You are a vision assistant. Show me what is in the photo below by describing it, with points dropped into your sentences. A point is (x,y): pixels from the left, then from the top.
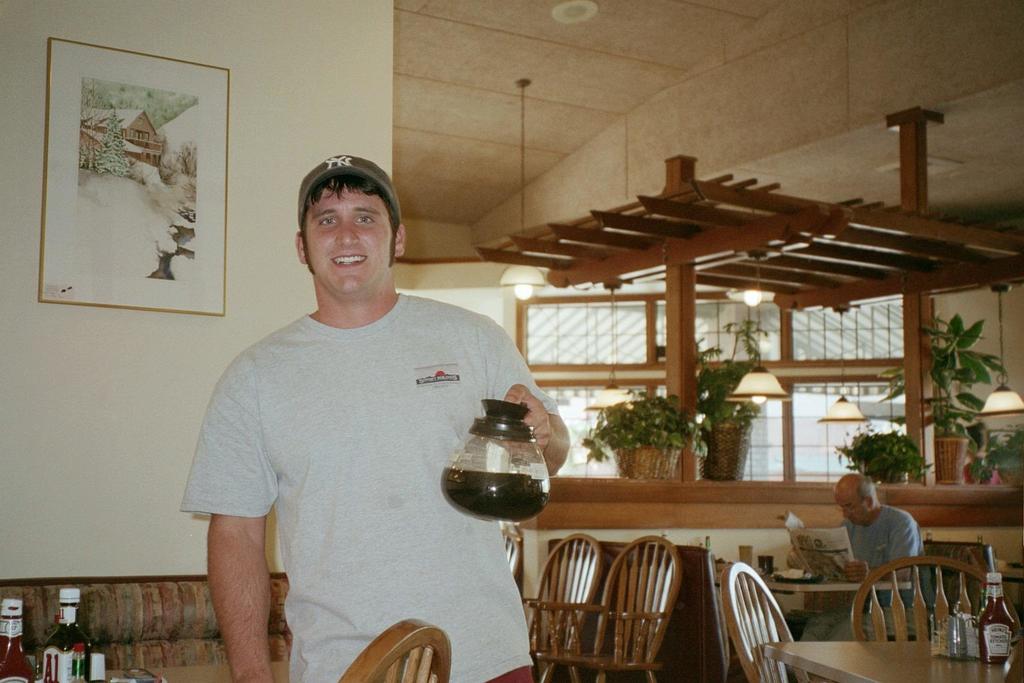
In this image we can see the person (347,486) standing and holding a jar (504,501) and the other person (877,537) sitting on the chair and holding paper (822,548). And we can see tables (807,658) and chairs (749,625), on the table (972,672) there are bottles (1007,612) and few objects (790,577). At the back (185,105) we can see the frame (155,202) attached to the wall (169,356) and there are potted plants (742,449) and lights (523,106).
